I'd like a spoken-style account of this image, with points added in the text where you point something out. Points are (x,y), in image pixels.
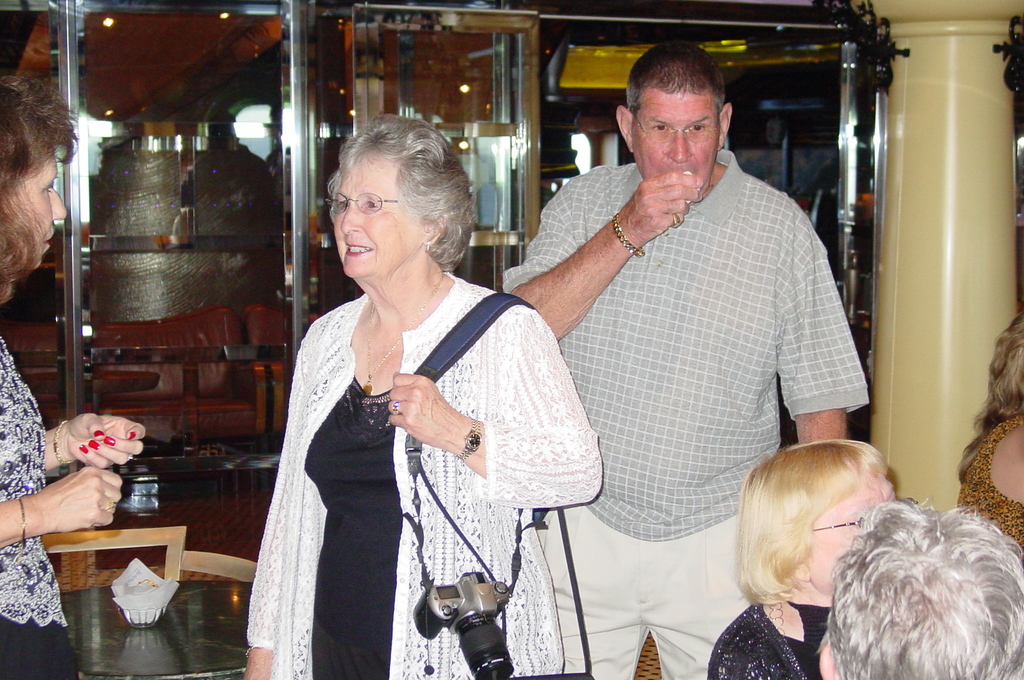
In this image, I can see three persons (564,352) standing. In the bottom right corner of the image (954,564), I can see three other persons (971,582). On the right side of the image (922,195), there is a pillar (937,193). In the background (826,147), I can see an object (160,289) through a transparent glass (242,100). In the bottom left side of the image (137,614), there are tissues (157,596) in a bowl (133,611), which is on a table (174,611).
